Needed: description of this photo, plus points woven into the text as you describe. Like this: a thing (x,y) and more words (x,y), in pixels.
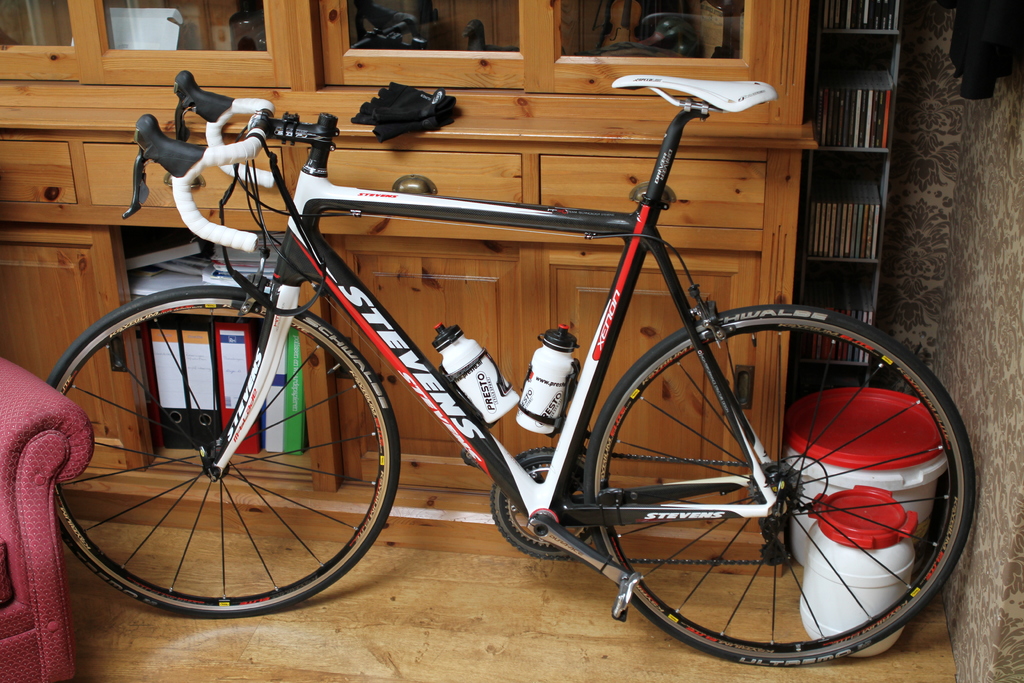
In this image I can see the bicycle (283,299) which is in black, red and white color. I can see the bottles (528,429) to the bicycle (462,429). To the left (27,437) there is a maroon color couch (14,504). In the background (196,143) I can see the cupboard (364,236) and there are some files (237,357) in it. I can also see the rack (839,190) with books (848,213) and the wall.
